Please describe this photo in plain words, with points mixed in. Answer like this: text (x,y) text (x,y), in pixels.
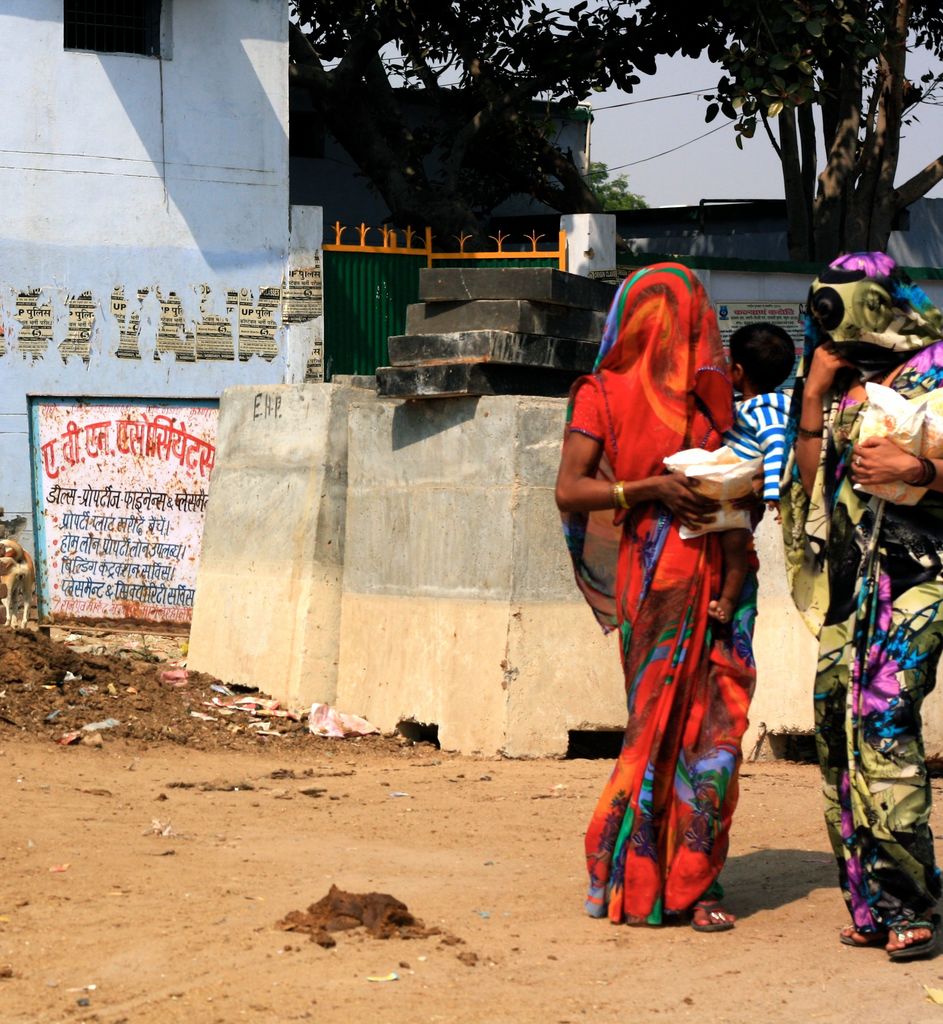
In this image I can see few people (719,625) with different color dresses (733,688). I can see these people (817,687) are holding something. In the background (189,562) I can see the boards (131,537), metal gate (342,292) to the building (268,163), trees (584,209) and the sky (709,173). I can also see the black color objects (380,372).
